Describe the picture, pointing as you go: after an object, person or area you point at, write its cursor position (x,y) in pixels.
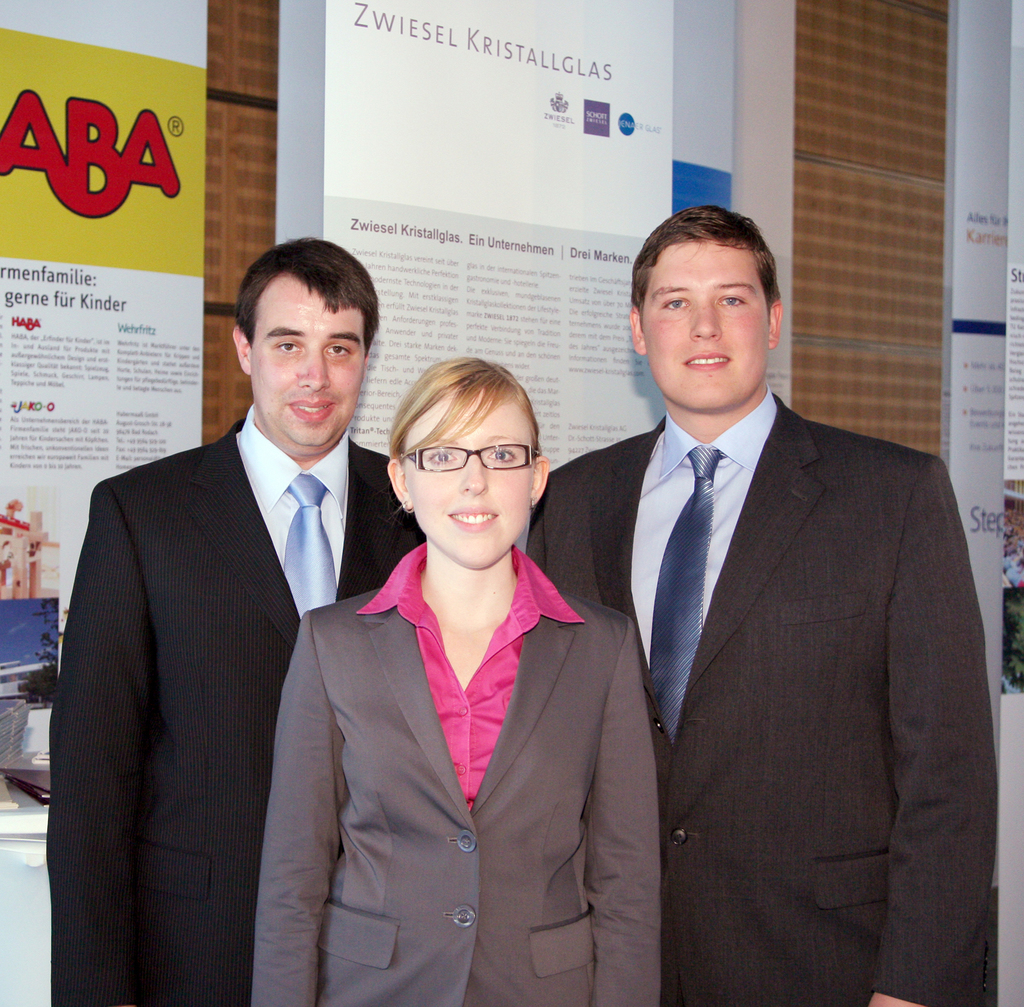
3 people (142,670) are standing wearing suit (520,747). The person (404,1002) at the center (430,644) is wearing spectacles (455,464) and pink shirt (483,685). There are posters (560,138) behind them.
